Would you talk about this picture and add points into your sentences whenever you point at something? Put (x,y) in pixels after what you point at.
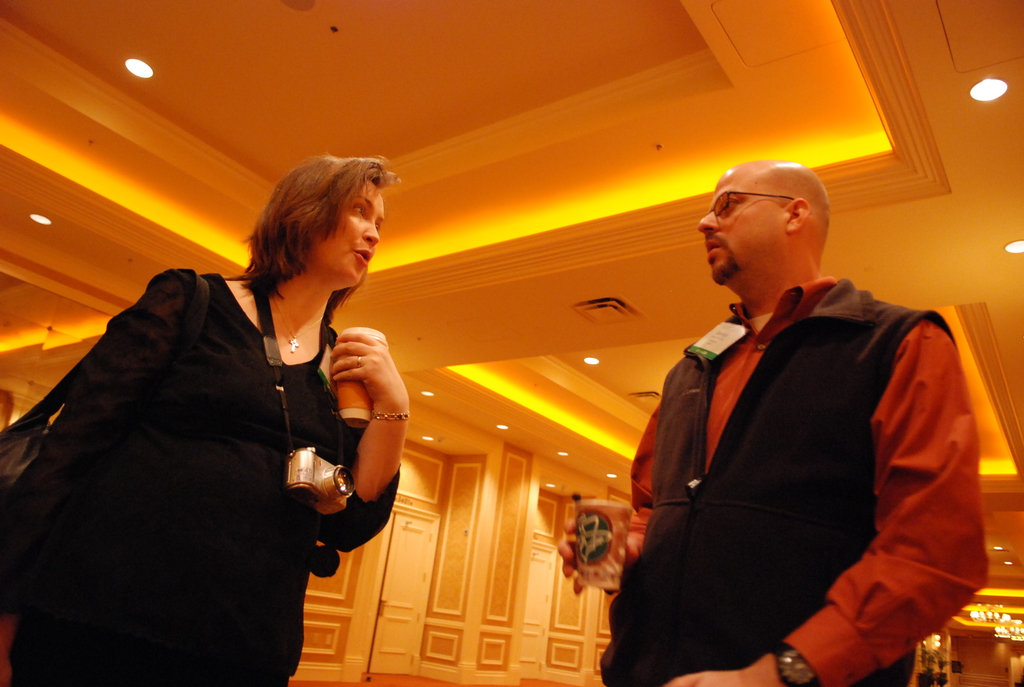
In this picture there is a man (754,421) wearing black color jacket (830,449) and red shirt (923,442) is talking with the women (253,439) wearing a black color top (202,456) with camera (308,502) in the neck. Behind we can see white color doors (390,611) and on the top ceiling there is a spotlights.
